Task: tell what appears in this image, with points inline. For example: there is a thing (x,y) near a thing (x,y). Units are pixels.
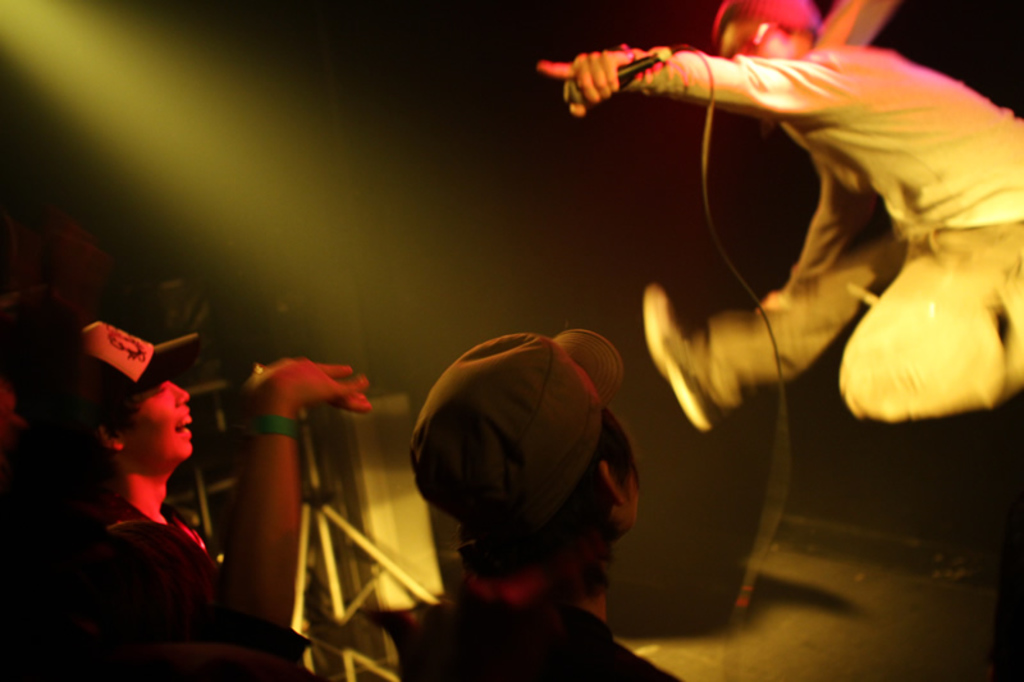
In this image, we can see few people (76,626) are wearing caps (565,365). Here a person (261,550) is smiling. On the right side (800,124), we can see a person (832,183) in the air (651,260) and holding a microphone (633,69) with wire (704,135). Background (379,428) we can see rods (374,578), some objects (395,419).
